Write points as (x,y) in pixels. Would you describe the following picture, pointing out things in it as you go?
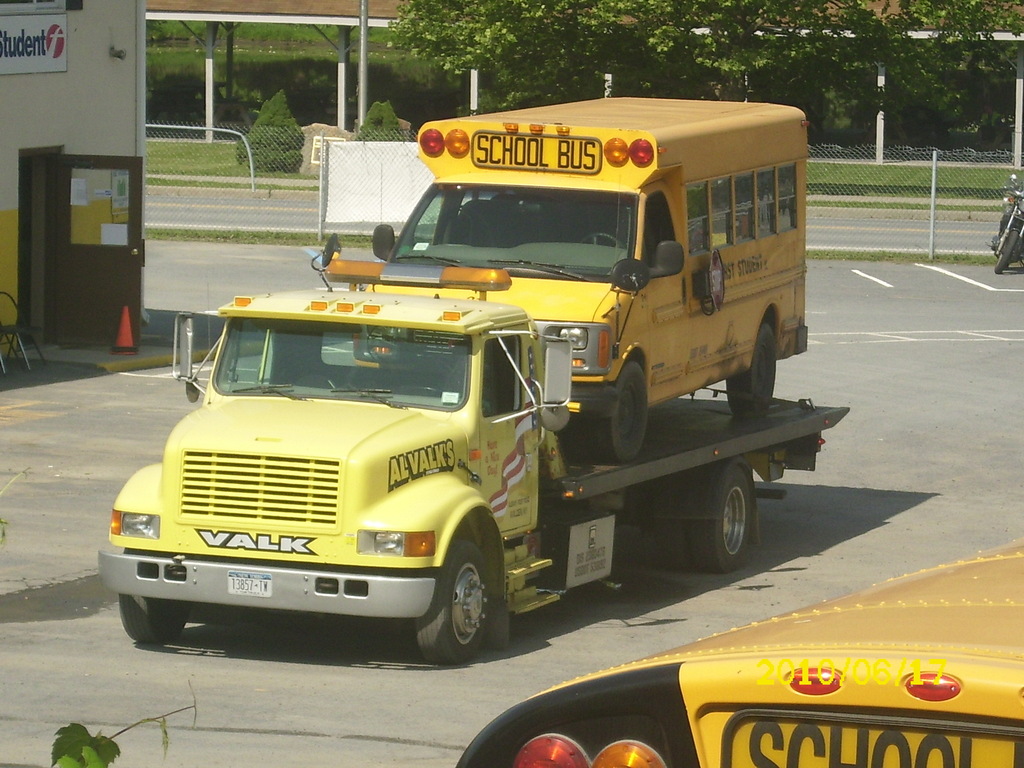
In this image in the front (680,478) there are vehicles (823,709) on the road (868,414). In the background (479,21) there are trees (558,66), plants (417,89) and there is a fence (283,185) and there's grass (167,156) on the ground (912,171) and on the left side (140,226) there is a door (76,176) and there is a building (48,95). On the wall (91,80) of the building (62,91) there is a board (59,64) with some text (28,44) written on it.
